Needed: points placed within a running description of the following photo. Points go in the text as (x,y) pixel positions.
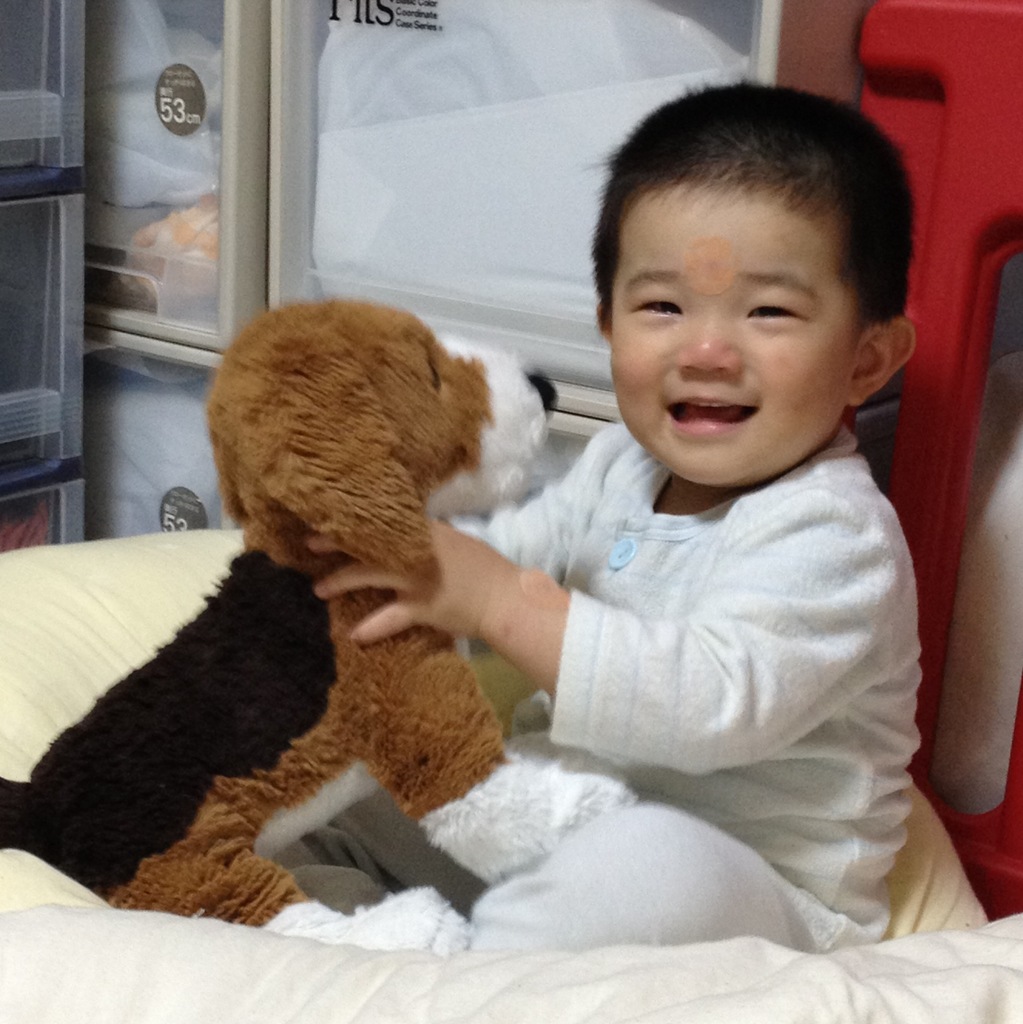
In this image we can see a kid (743,756) wearing white color dress (777,725) holding dog toy (279,695) in his hands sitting on bed (30,663) and in the background of the image (311,170) there are plastic drawers (229,181), on right side of the image (956,251) there is red color plastic chair (942,272).
